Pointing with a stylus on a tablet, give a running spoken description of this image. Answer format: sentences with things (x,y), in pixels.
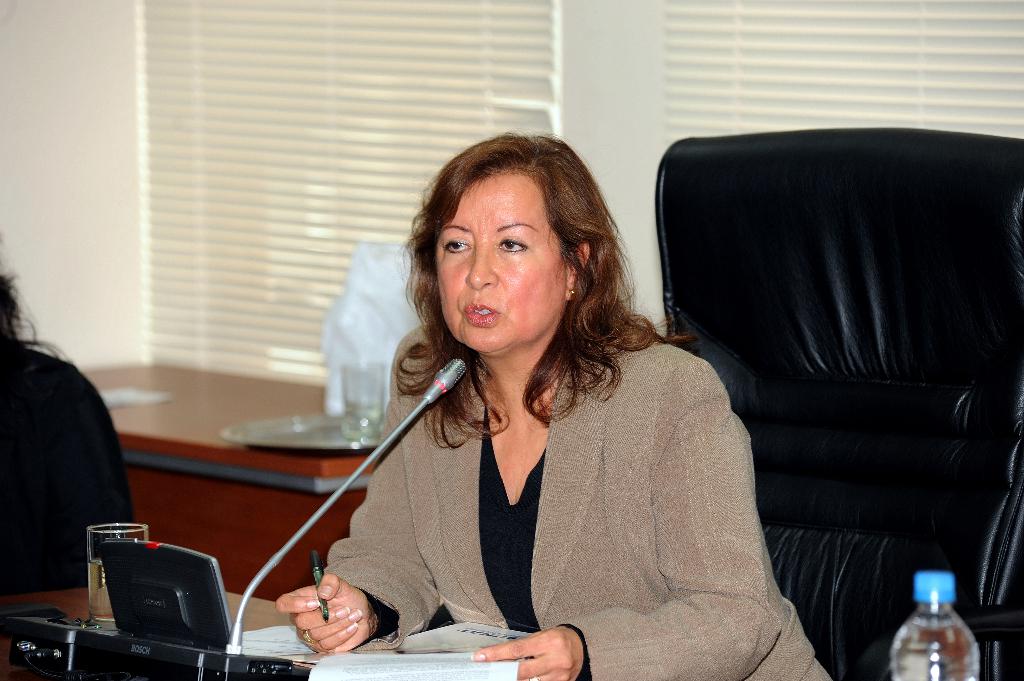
In this picture we can see a woman (360,610) sitting on the chair (837,435). This is the mike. And she is holding a pen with her hand (357,609). These are the papers (437,657). And there is a bottle (902,633). On the background (109,276) we can see a wall (49,139). This is the plate (334,445) on the table (273,456). And this is the curtain (373,128).
